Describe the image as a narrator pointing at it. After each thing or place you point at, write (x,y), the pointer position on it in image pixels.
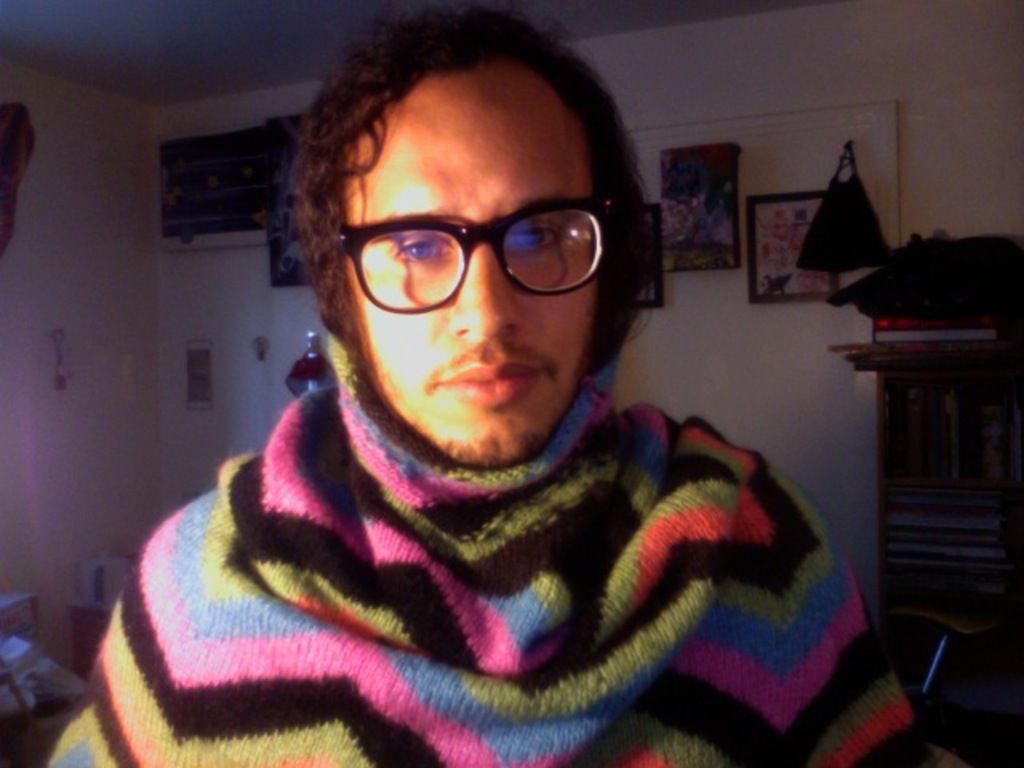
In this picture we can see a person (325,571) wore a spectacle (603,244) and in the background (196,237) we can see frames (710,204), posters (692,195), bag (848,186) and these all are on the wall (707,371), books (984,531) in a rack (884,511) and some objects (77,656).
